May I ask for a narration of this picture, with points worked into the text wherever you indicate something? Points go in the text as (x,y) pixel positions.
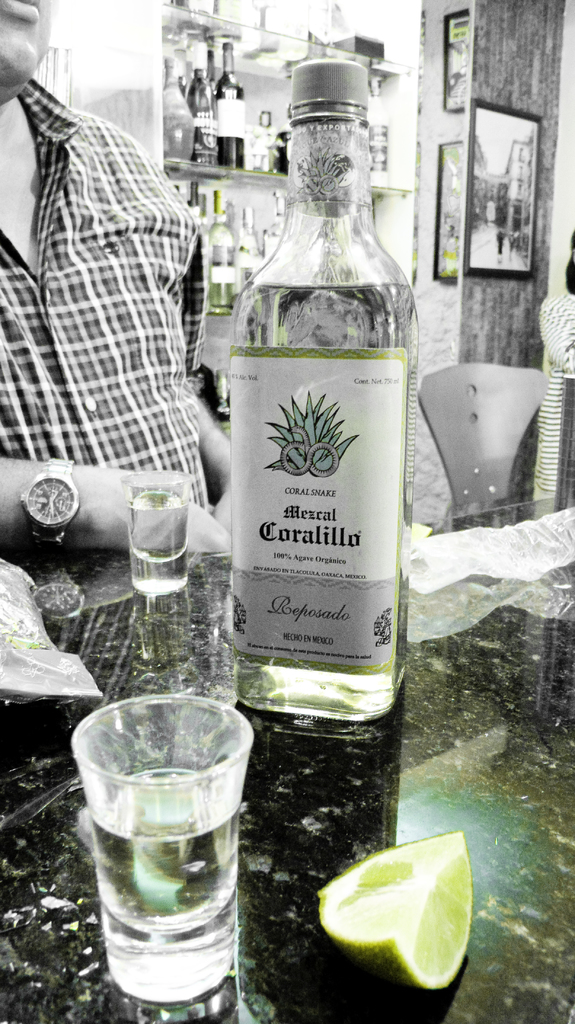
In this image I see a man (94,333) and there is table (554,983) in front of him and I can also that there is a bottle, 2 glasses (217,749) and a lemon (438,854) on it. In the background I can see a rack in which there are lot of bottles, a photo frame (535,159) and the chair (428,405) over here.
